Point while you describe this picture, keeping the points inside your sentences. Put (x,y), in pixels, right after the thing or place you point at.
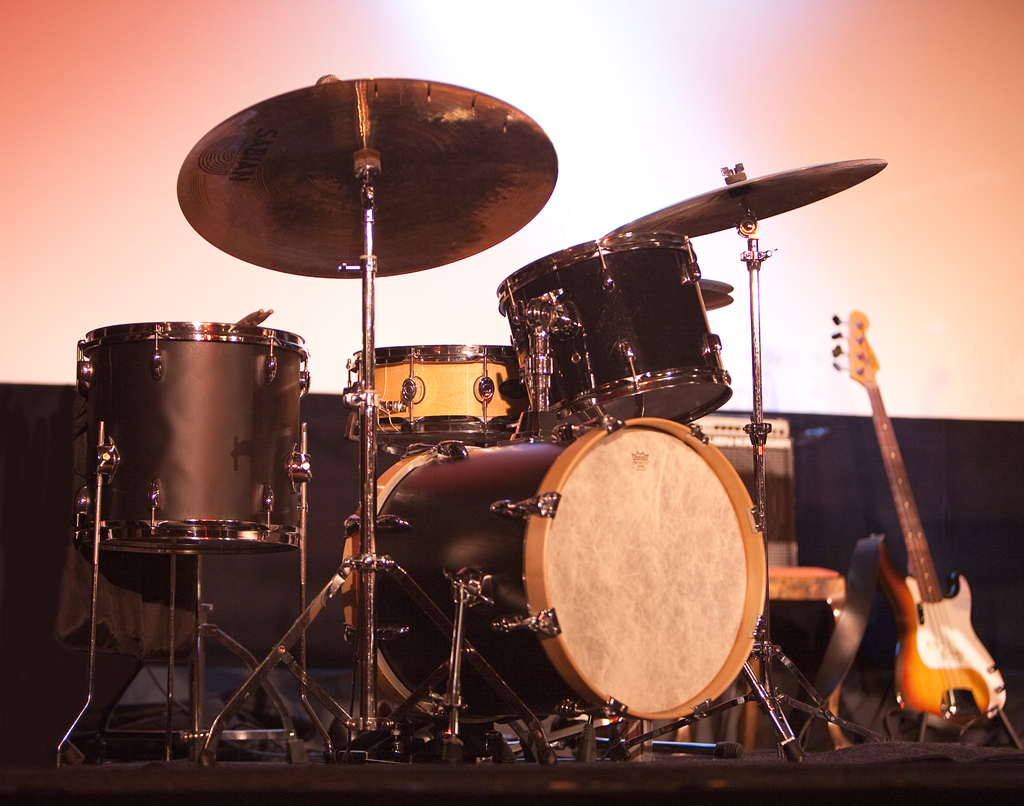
In this picture I can see that drums (612,447), guitar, and other musical instruments (777,182) which are kept on the stage (855,786). In the background (838,129) I can see the projector screen (895,294).
